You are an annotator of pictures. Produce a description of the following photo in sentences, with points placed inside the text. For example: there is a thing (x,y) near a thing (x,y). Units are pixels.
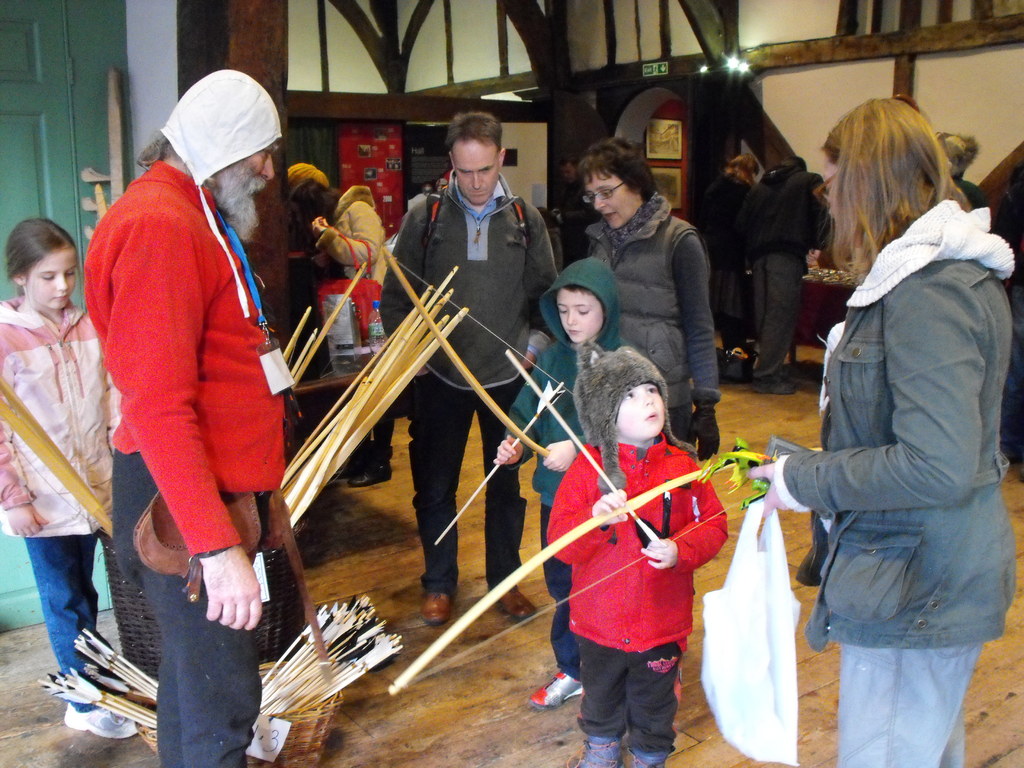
This picture describes about group of people (415,435), they are all standing, on the right side of the image (923,356) we can see a woman (894,430), she is holding a bag (744,716), in the background (730,62) we can see few lights (743,64).
